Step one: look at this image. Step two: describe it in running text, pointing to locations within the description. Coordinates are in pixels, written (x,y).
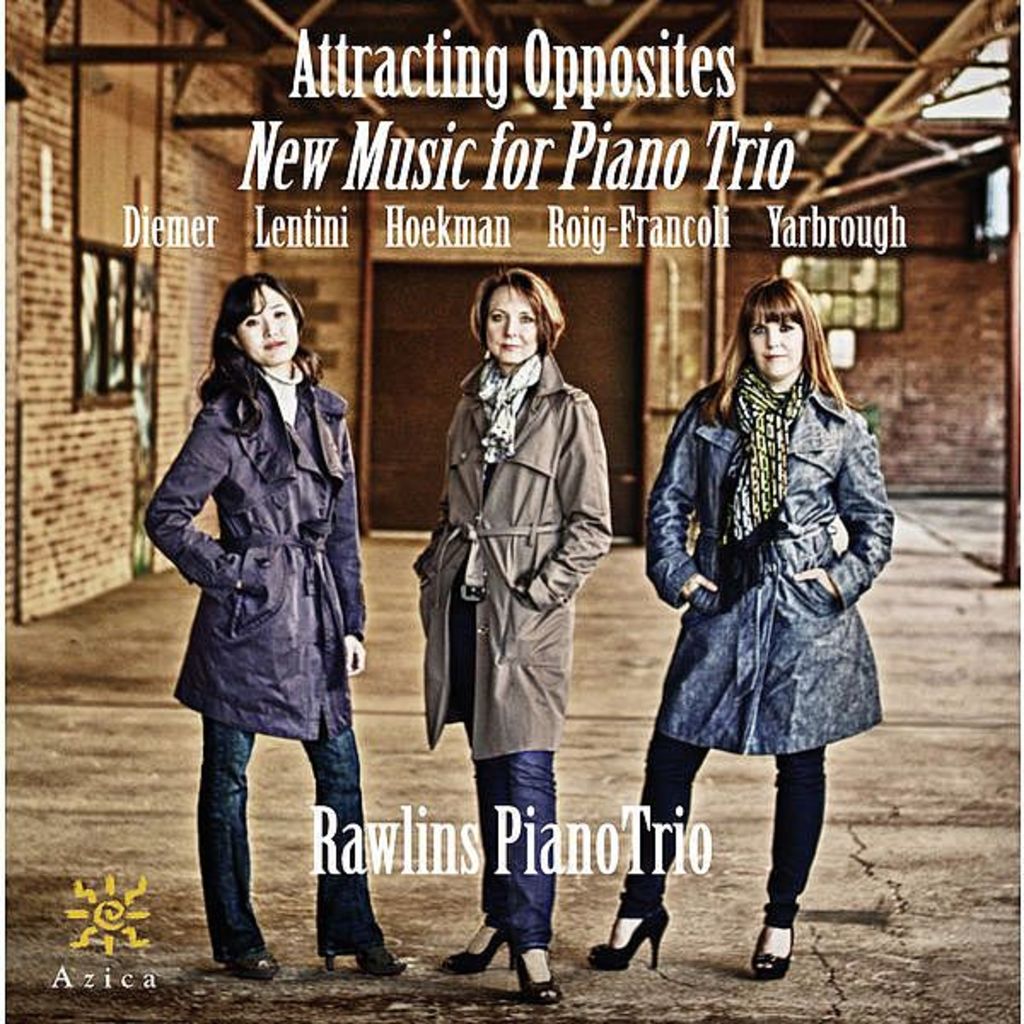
In this image we can see a poster (539,280) with text (367,830) and persons (474,424) standing under the shed (350,18) and a building (402,271) in the background (804,256).
